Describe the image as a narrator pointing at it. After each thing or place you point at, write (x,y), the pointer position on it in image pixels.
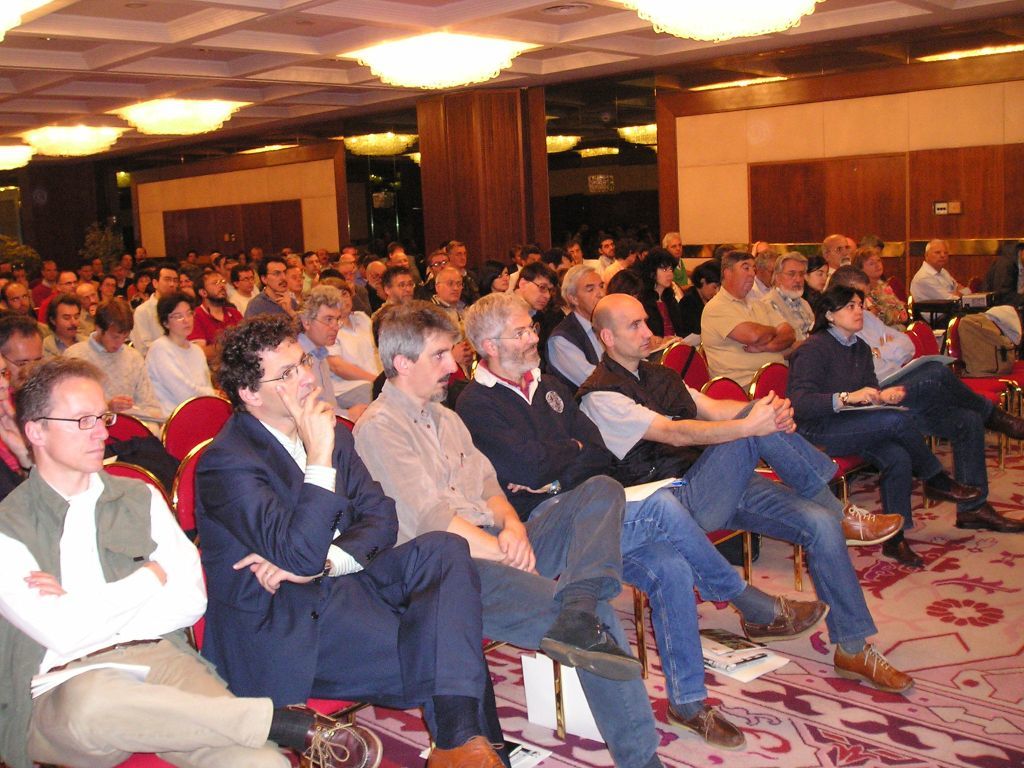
In this picture there are many people (64,604) seated in chairs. At the top (15,164) there are chandeliers (184,126) to the ceiling (254,126). In the center of the background (481,155) there are plants (97,245), wall (228,238) and pillar (472,176). In the foreground (568,712) there are books (738,660). On the right (962,333) there is a bag (983,339) on the chair (972,383).
